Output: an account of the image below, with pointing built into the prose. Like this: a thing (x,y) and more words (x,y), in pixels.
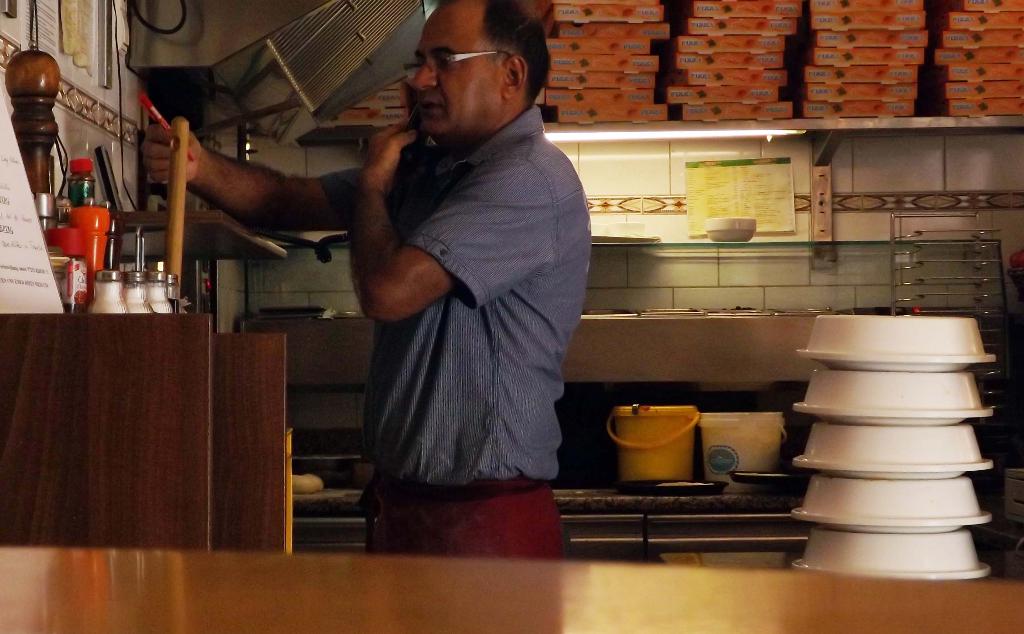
In this image I can see a person (474,296) wearing blue and maroon colored dress (484,321) is standing and holding a pen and another object (417,131) in his hands (382,149). I can see few bowls (859,416), two buckets (756,424), a cupboard (237,483) with few objects (151,276) and utensils (99,226) on it, few cardboard boxes (836,51) and few other objects (373,42).
